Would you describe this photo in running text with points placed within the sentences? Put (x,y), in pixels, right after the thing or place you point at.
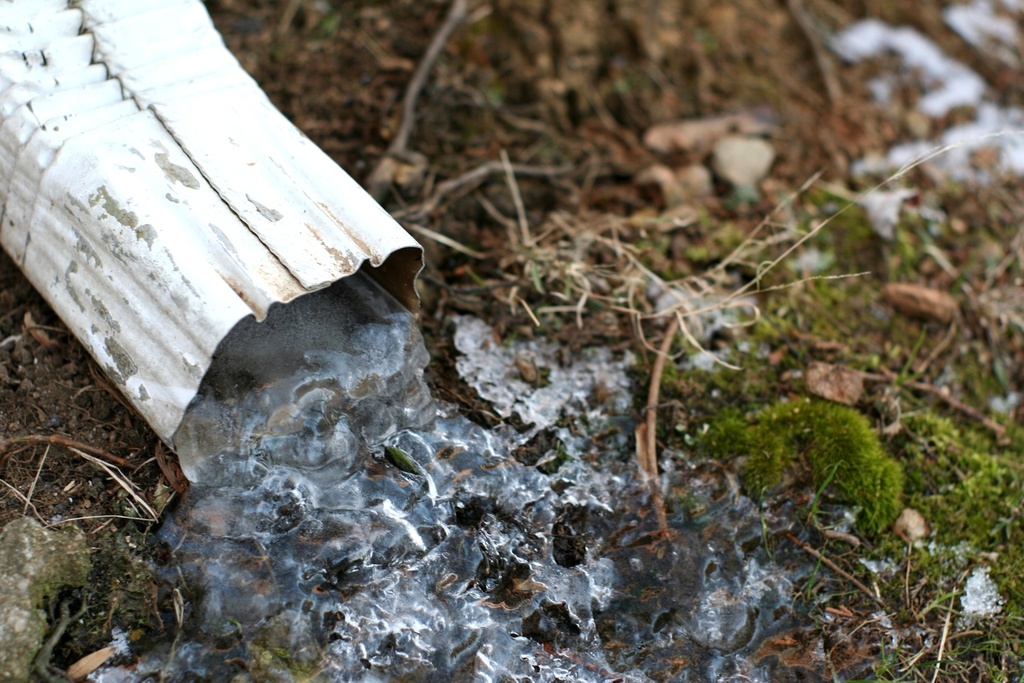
At the bottom of the image (927,477) there is grass (848,221) on the ground (877,367). At the top left of the image (38,122) there is a white tube (195,211) with an ice (297,401) coming out of it.
